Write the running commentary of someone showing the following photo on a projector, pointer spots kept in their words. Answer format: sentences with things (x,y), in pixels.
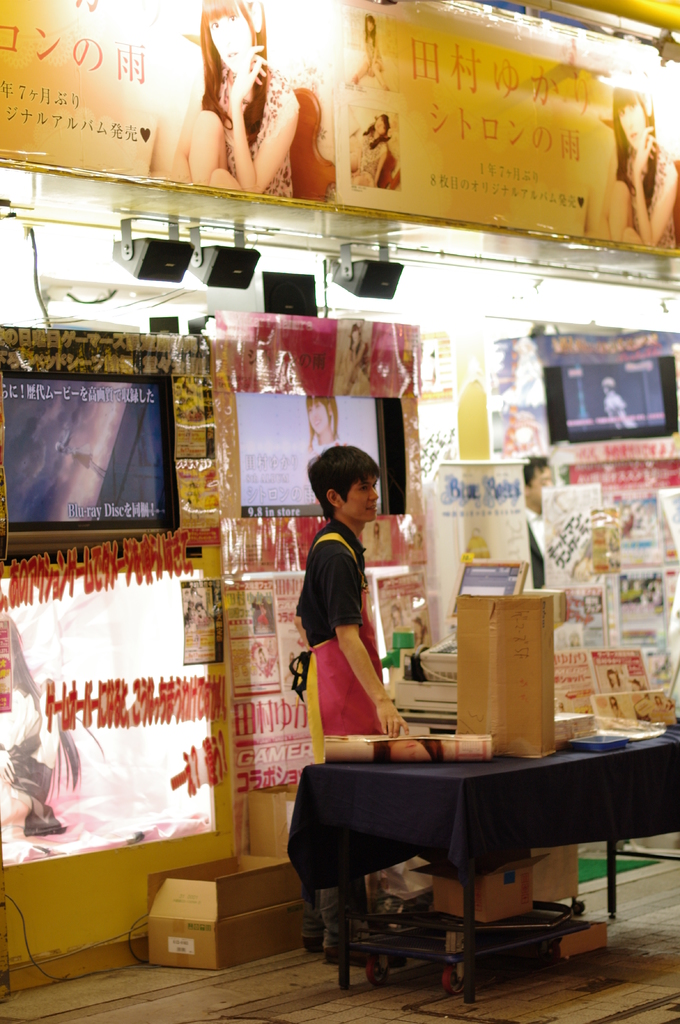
The person (330,584) wearing black shirt (333,596) is standing and there is a table (480,766) in front of him which consist of some objects (510,691), In background (343,430) there are televisions (277,455).
